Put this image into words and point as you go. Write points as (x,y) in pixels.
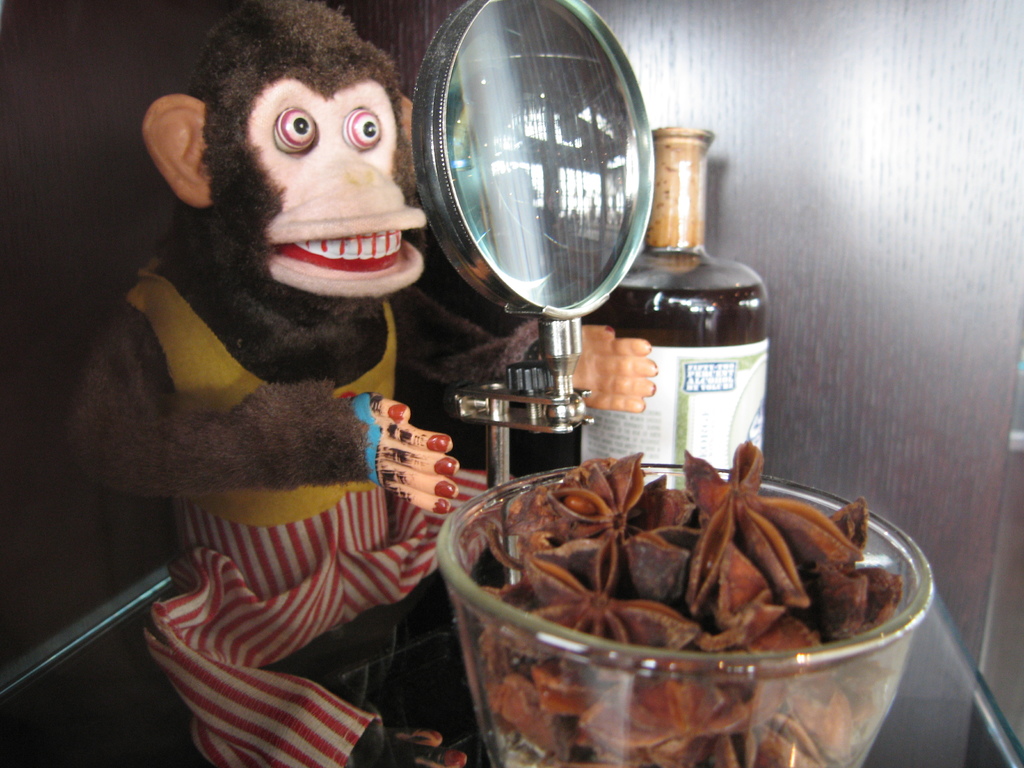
In the foreground of the picture (535,701) there is a bowl (871,663), in the bowl (492,597) there are star anise (639,556). In the center of the picture (492,409) there are bottle (697,329), monkey toy (305,266) and magnifier (576,143). In the background (45,136) it is wall (14,658).
